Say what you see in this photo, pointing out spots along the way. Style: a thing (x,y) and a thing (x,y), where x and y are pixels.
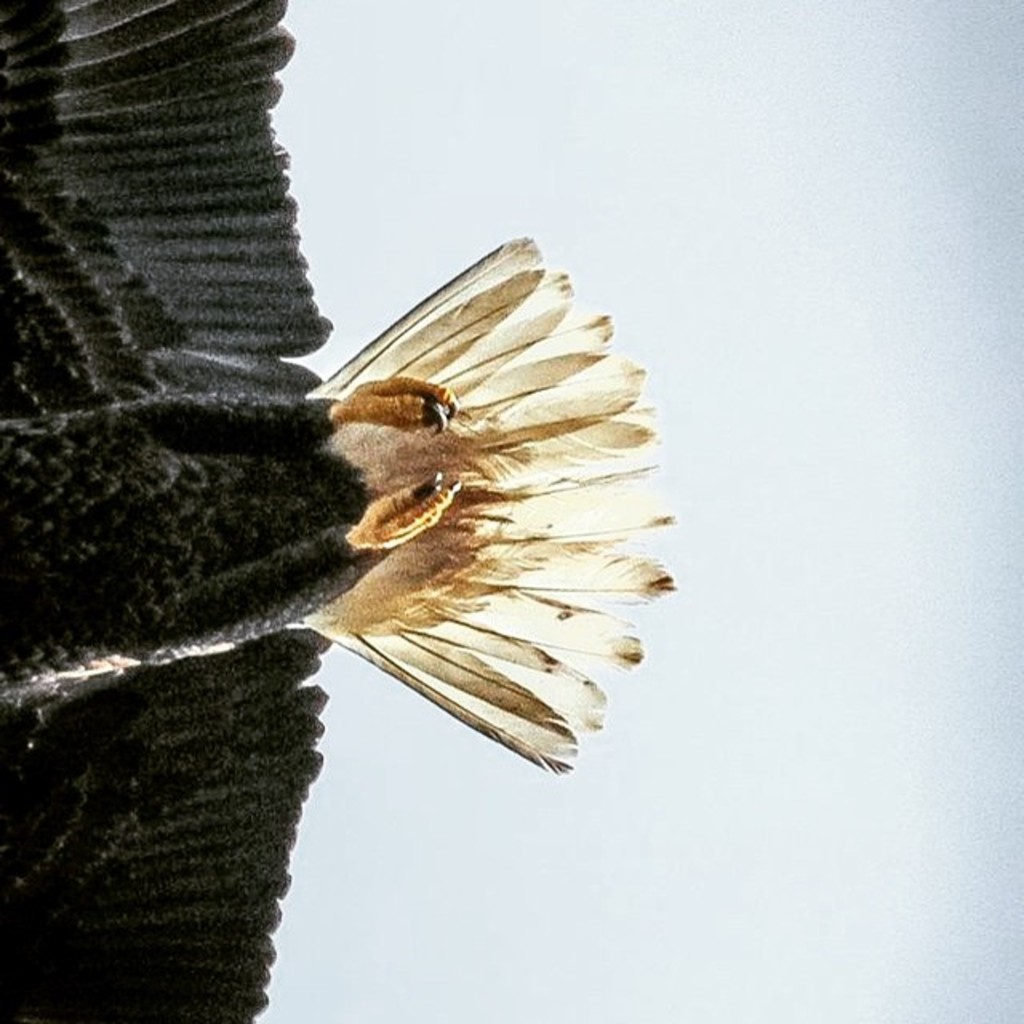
In this image we can see a bird legs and wings (263,18). There is sky (670,753).
